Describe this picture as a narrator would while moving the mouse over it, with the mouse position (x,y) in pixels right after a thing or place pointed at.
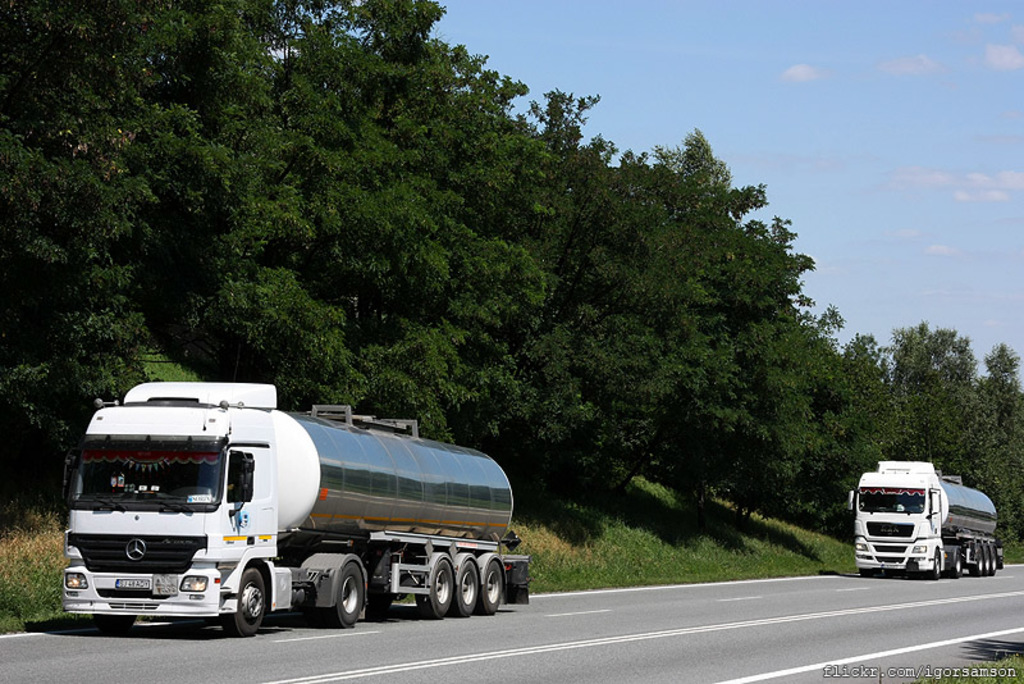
In this image I can see two trucks (502,561) on the road (804,639) and a text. In the background (1008,474) I can see grass (635,486), trees (685,244) and the sky (767,59). This image is taken during a day on the road (908,576).
